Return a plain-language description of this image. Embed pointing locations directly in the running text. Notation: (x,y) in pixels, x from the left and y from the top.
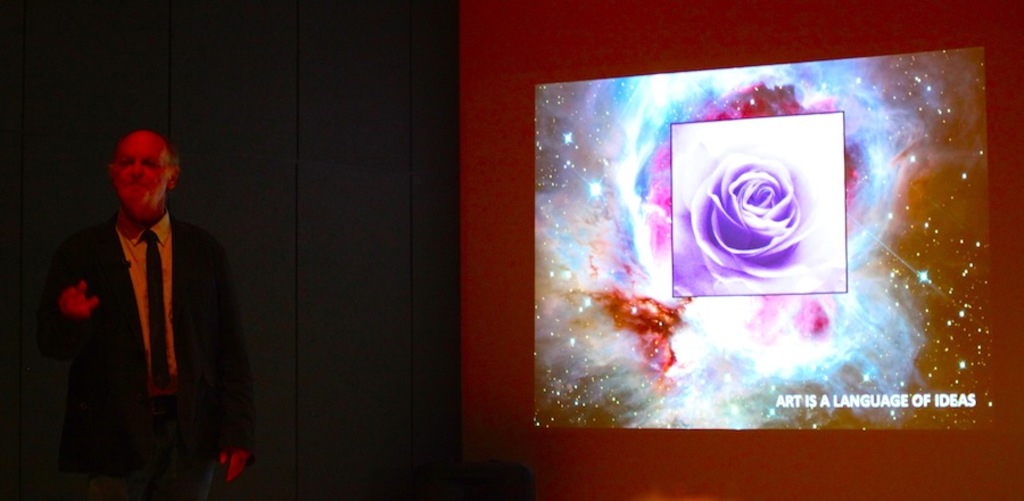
In this picture we can see a man (158,346) standing here, he wore a suit (186,350), on the right side (748,230) there is a screen (699,230), we can see a flower (760,237) and some text (871,400) in the screen (890,396).
